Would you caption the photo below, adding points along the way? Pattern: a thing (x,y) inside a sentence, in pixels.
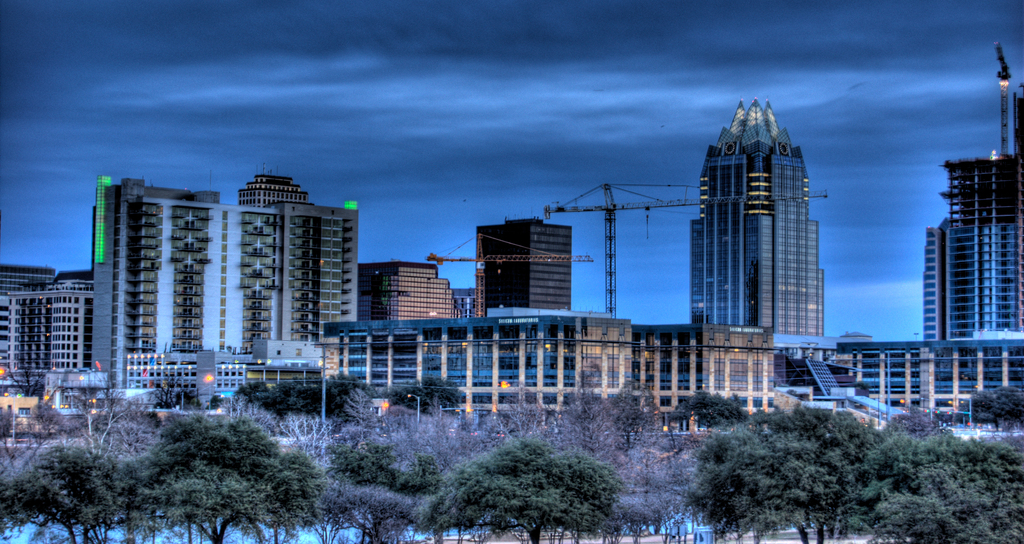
In this image in the center (476,327) there are some buildings (389,349), towers (612,265), poles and some lights (48,398). At the bottom (259,496) there are some trees (75,477), and at the top of the image (494,122) there is sky (560,114).
